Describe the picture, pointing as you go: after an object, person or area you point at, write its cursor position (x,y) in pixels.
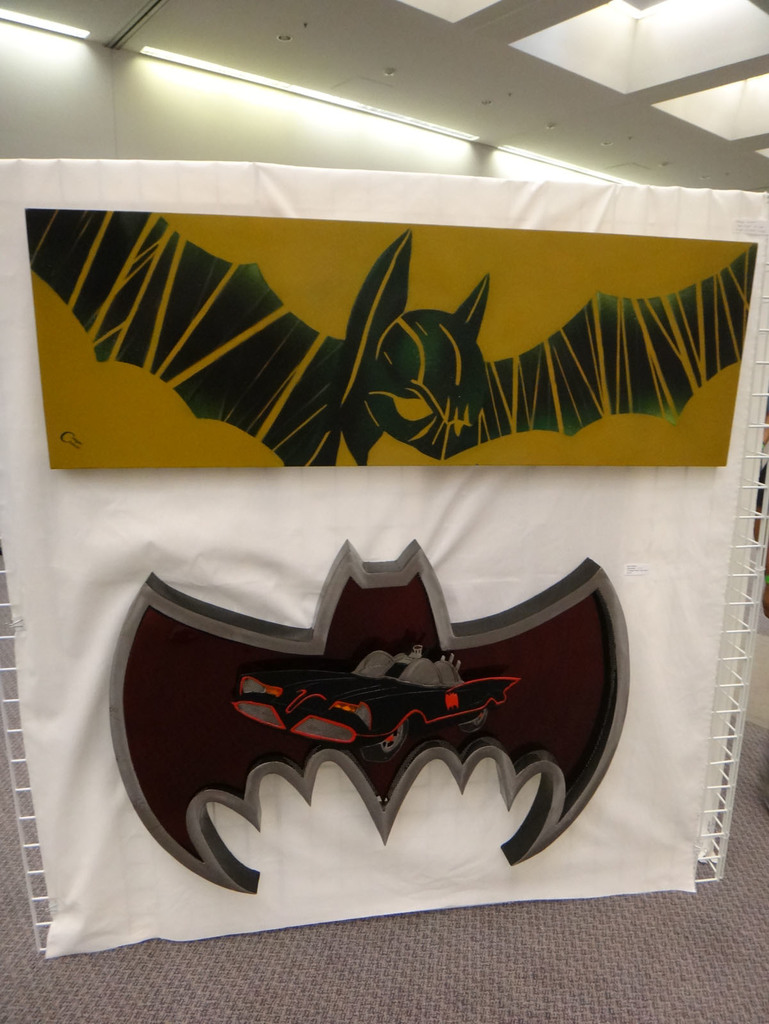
In this picture we can see a bat logo (399,658) and a board (195,385) on a white cloth (86,887). It looks like the steel grilles (23,817) and on the steel grilles (721,848) there is the white cloth (392,889). Behind the steel grilles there is a wall (135,94) and at the top (637,6) there are ceiling lights (681,66).
